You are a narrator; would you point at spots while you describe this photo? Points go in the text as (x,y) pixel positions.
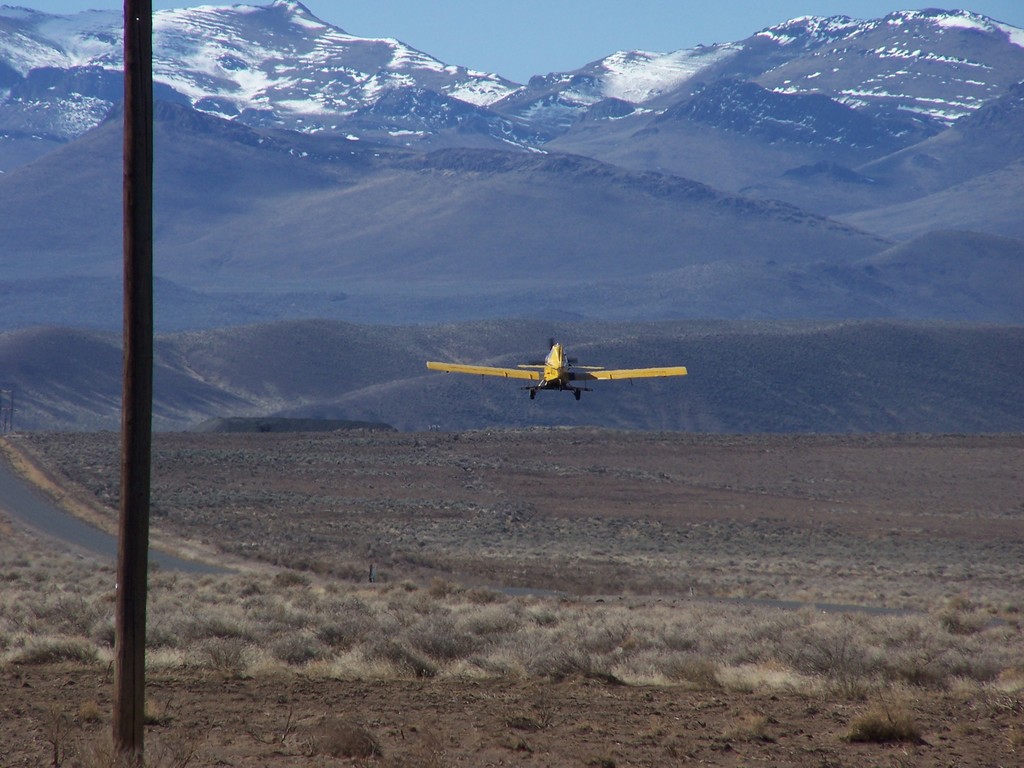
There is a yellow color aircraft (574,373) flying. There is a road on the left side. There is a pole (133,227). On the ground (278,633) there are plants (578,606). In the background (629,185) there are mountains (370,127) and sky (458,43).
